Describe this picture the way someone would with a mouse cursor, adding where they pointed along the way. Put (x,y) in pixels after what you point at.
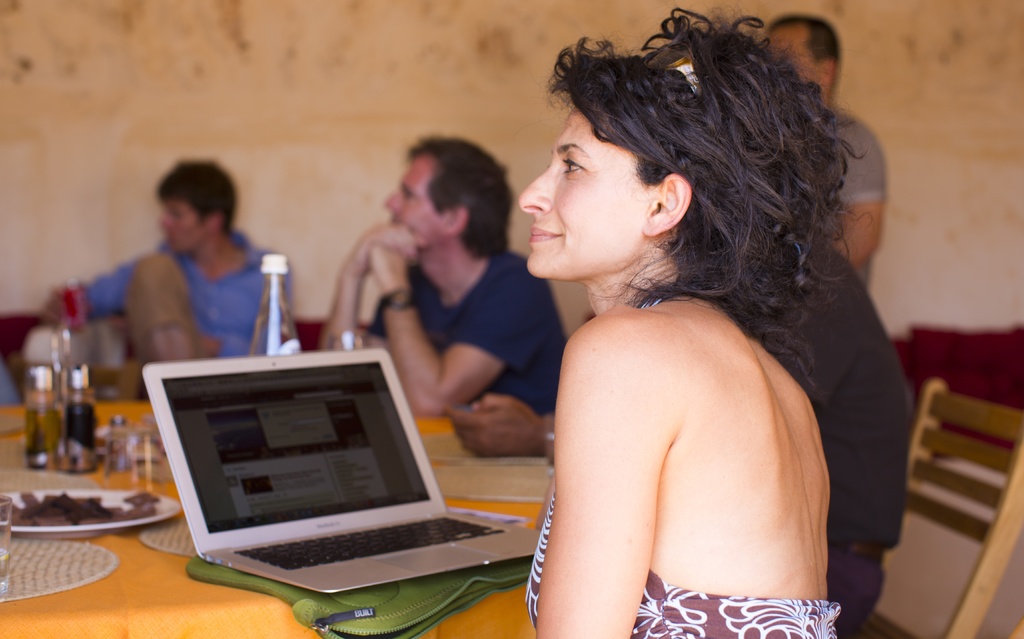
In this image we can see some group of persons (466,353) sitting on chairs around the table (102,401), there are some drinks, food item (83,514), laptop (310,517) on the table (82,542) and in the background of the image (200,57) there is a wall (152,67).
